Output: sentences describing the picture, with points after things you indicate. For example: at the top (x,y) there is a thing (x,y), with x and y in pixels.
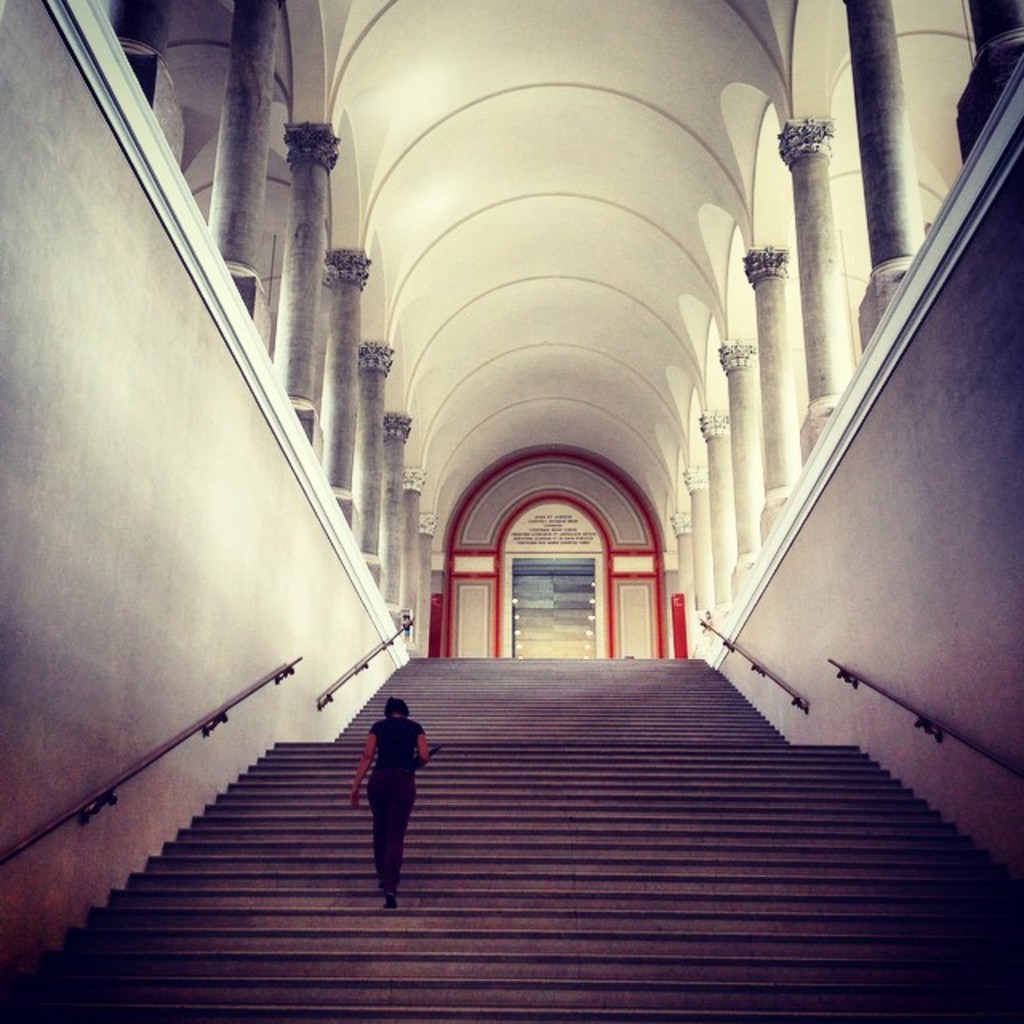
In this image I can see the person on the stairs (460,808) and the person (377,726) is wearing black color dress (390,825). In the background (187,308) I can see few pillars (362,412) and the wall (304,441) is in cream color and I can also see the entrance (619,501).
